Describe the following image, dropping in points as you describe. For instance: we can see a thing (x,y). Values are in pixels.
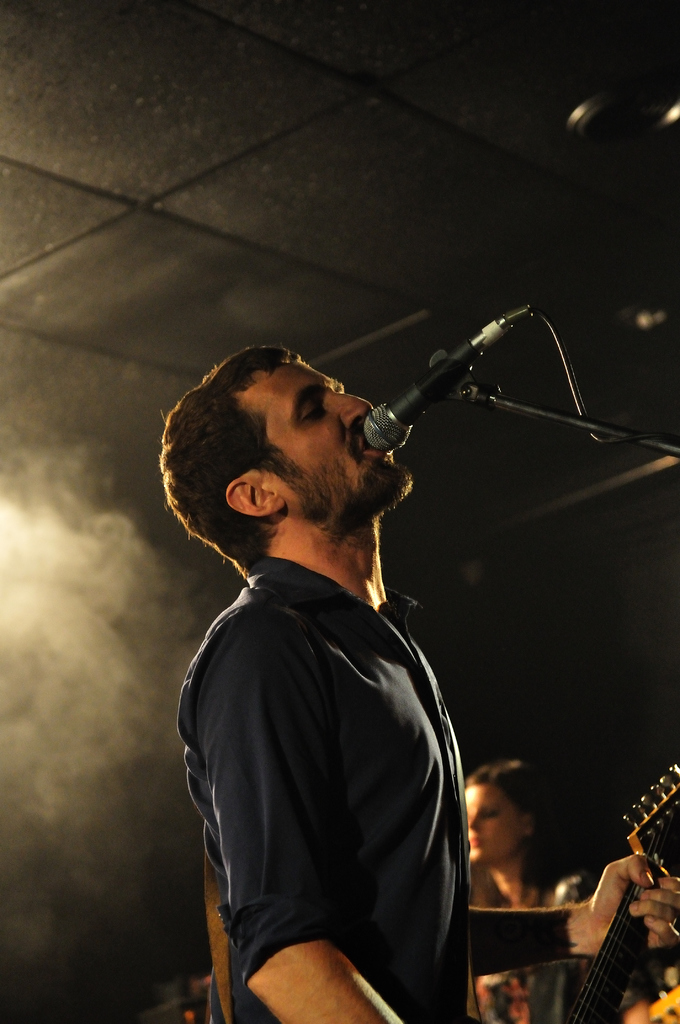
In this image i can see a man (337,715) is holding a guitar (626,902) and singing a song in front of a microphone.
